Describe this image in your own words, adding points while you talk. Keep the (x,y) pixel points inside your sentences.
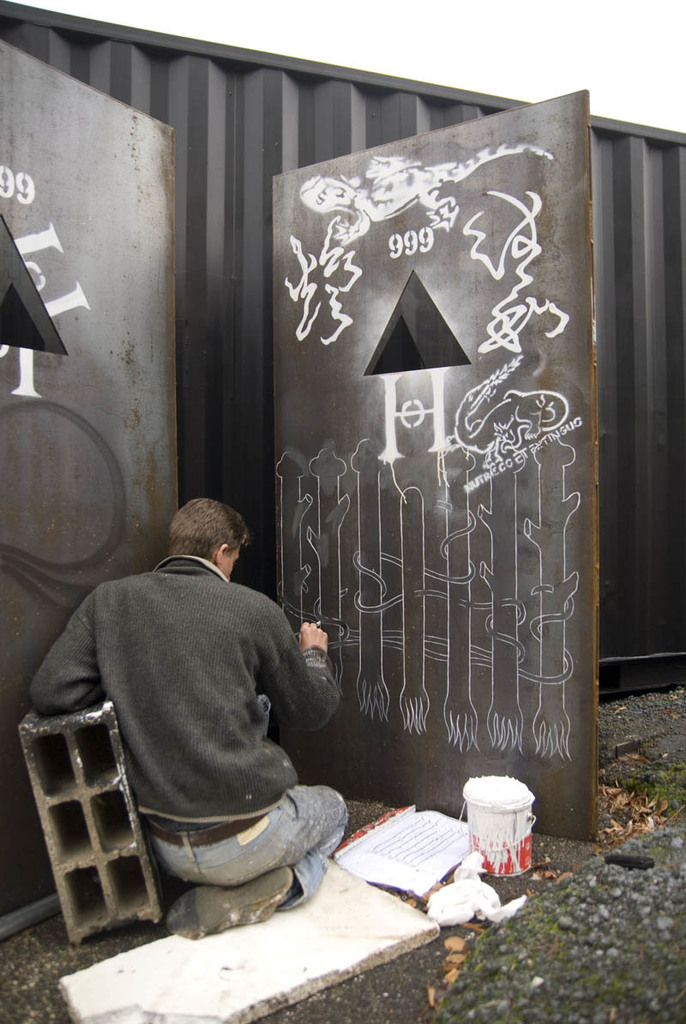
In this image we can see a person (193,749) sitting on the floor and painting on the door (516,543). In the background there are paint bucket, wooden boards (314,946) and dried leaves (657,816).
